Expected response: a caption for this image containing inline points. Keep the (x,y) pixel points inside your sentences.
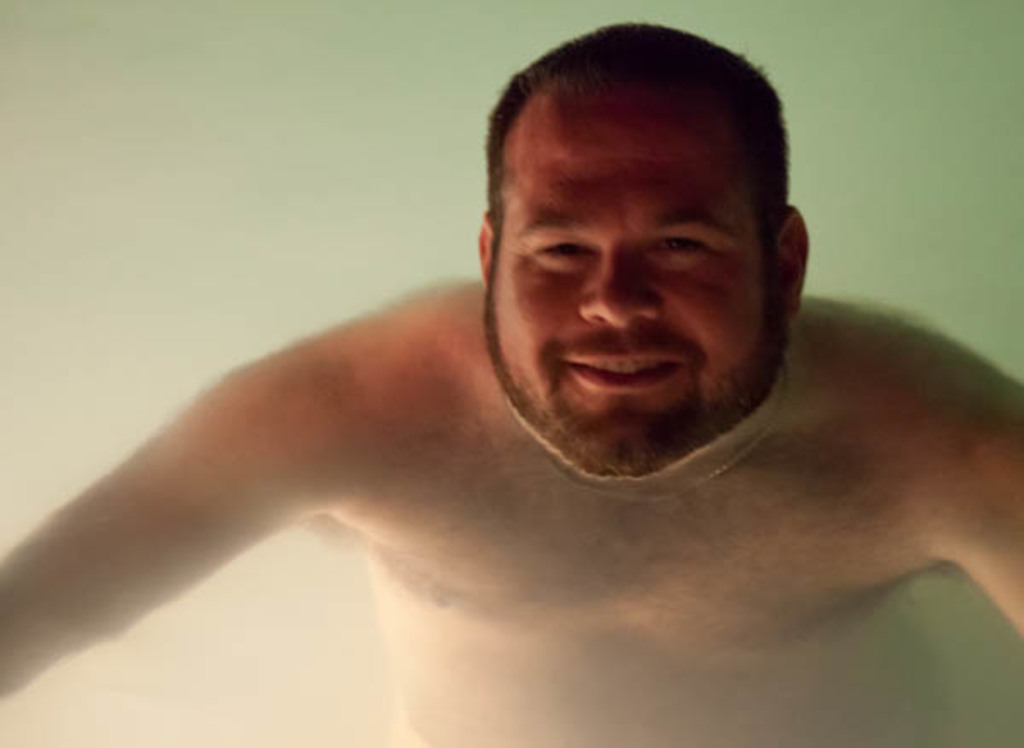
Here I can see a man (522,322) is swimming in the water (368,295). He is smiling and giving pose for the picture.
